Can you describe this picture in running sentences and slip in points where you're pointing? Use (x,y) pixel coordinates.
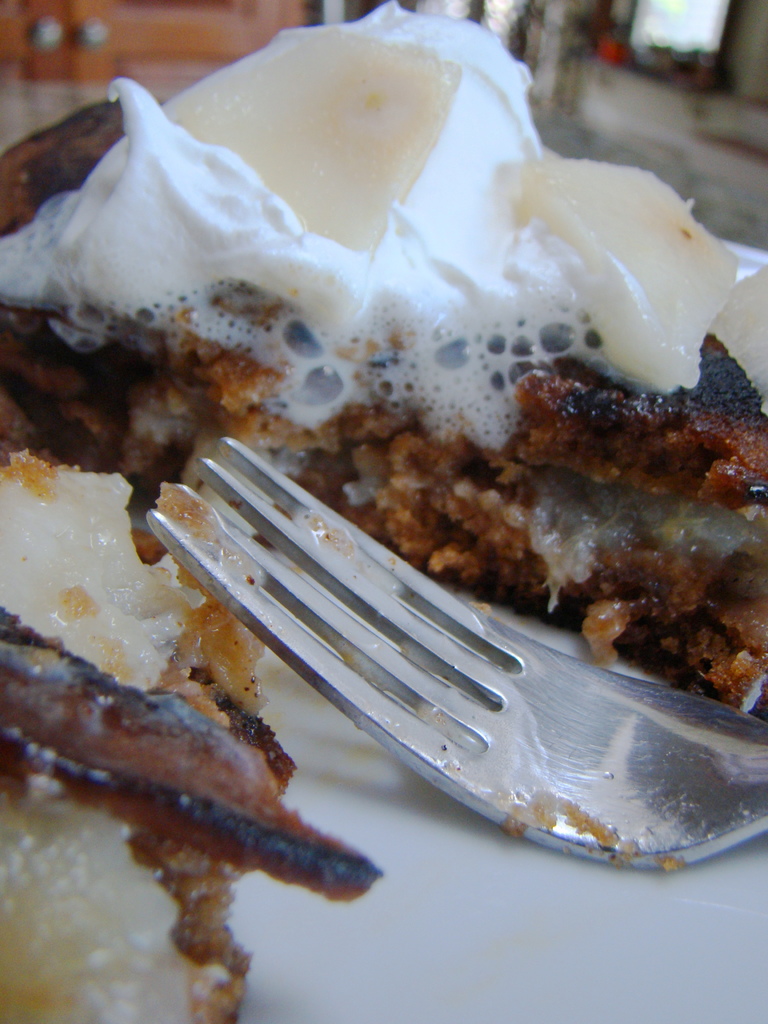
In this image, I can see a food item (146,838) and a fork (520,770) in a plate (401,802). There is a blurred background (60,100).
